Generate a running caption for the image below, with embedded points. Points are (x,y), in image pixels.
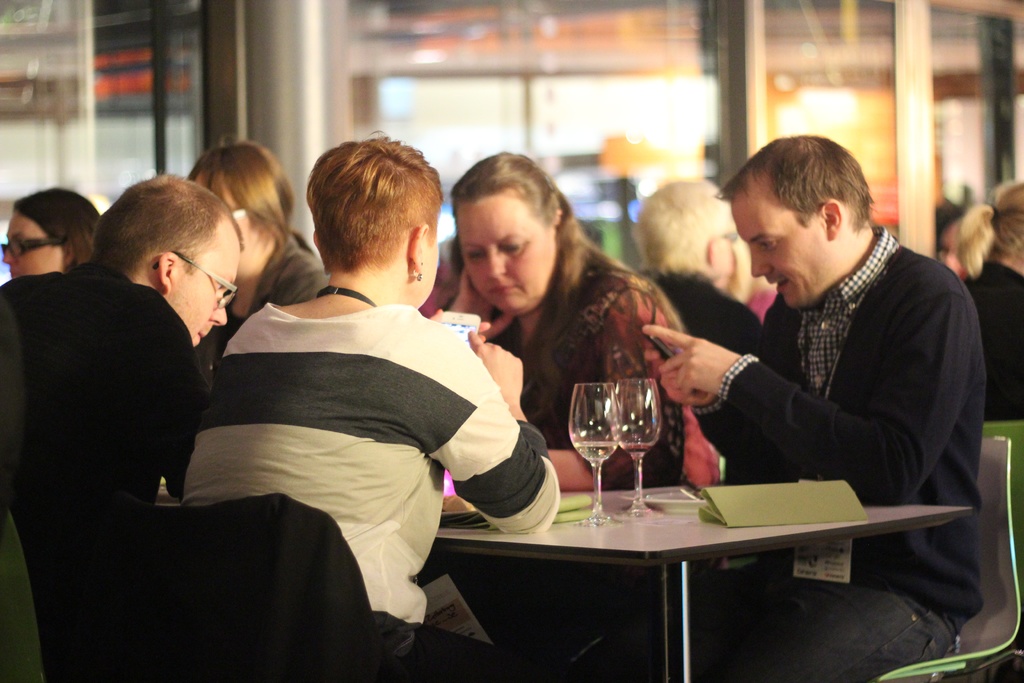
There are four members (471,244) sitting around a table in their chairs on which glasses (609,433) were present. There are men (211,275) and women (345,296) in this group (378,326). In the background (677,89) there are some glasses (437,74).
